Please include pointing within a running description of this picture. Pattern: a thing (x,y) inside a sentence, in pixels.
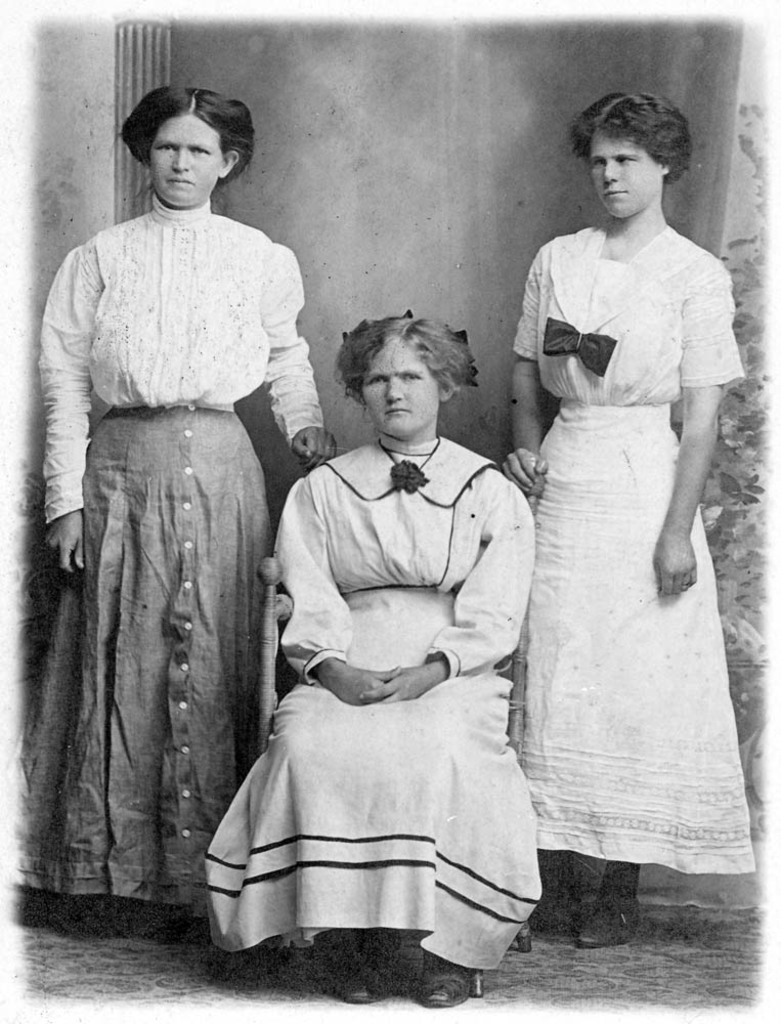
This is a black and white image, where there are two persons (280,333) standing, another person (438,649) sitting on the chair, and in the background (729,878) there is a wall (729,878).
